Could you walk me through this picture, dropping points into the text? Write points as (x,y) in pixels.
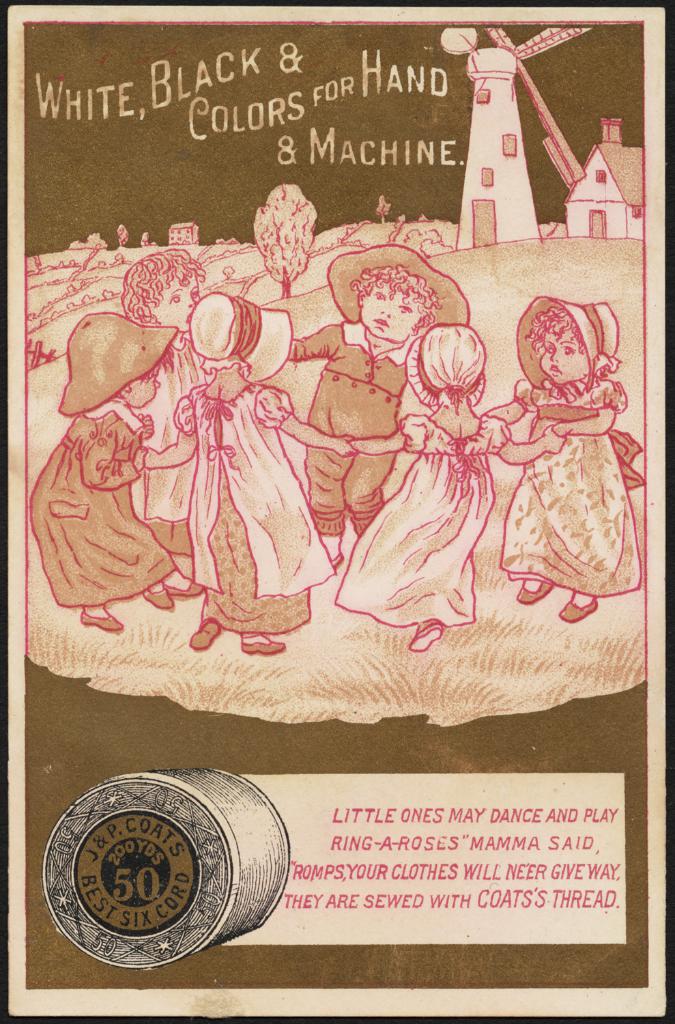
In this image I can see depiction picture where I can see few children (415,519), a house (616,177), a windmill (498,53) and few trees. I can also see something is written at few places.
